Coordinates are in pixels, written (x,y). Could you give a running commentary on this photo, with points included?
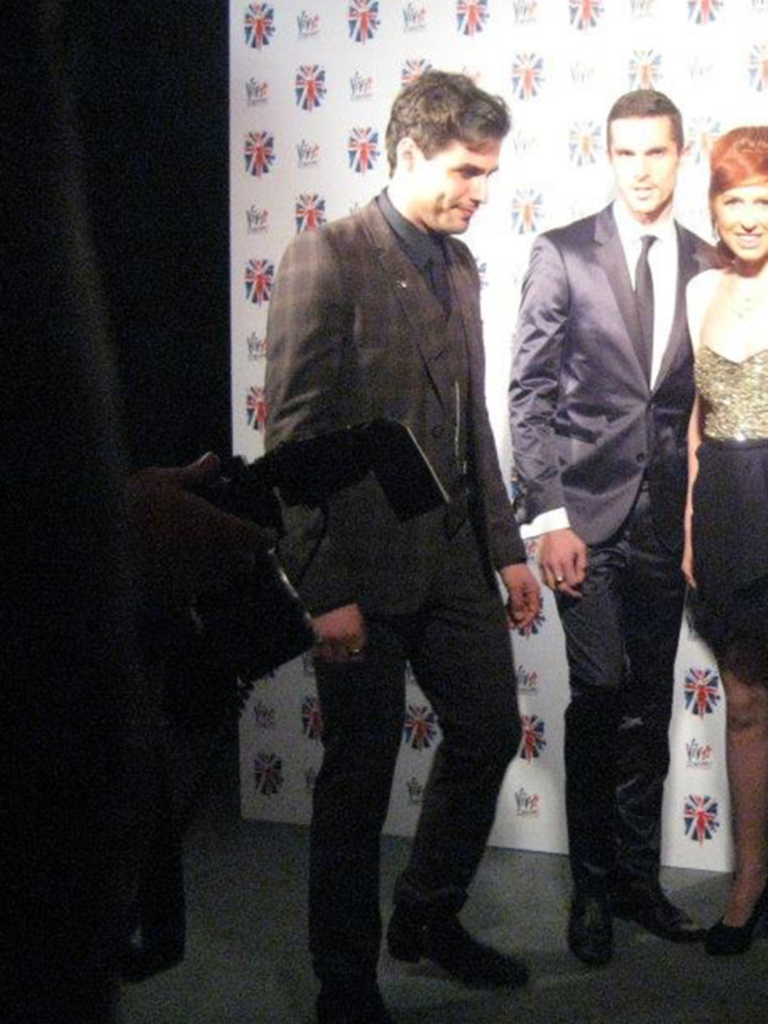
In this image I can see a man (579,341) and woman (727,250) standing on the right side (578,477) and they both are smiling and in front of them I can see person (444,287) on the left side (146,473) I can see a person's hand (179,539) which is holding a camera (261,504), in the background (278,60) I can see colorful wall (286,107).
